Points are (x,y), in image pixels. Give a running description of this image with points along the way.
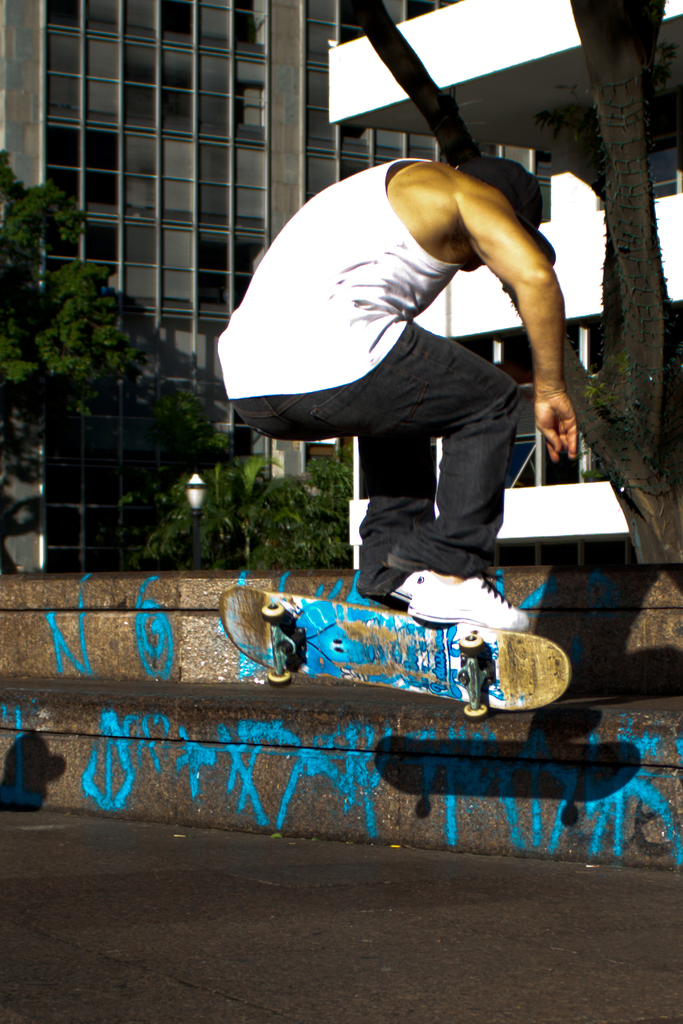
In this image we can see a person (335,339) on a skateboard (388,684). Also there is road (349,870). And there are steps (121,657). In the back (184,454) there are trees (311,505) and buildings (274,55).
